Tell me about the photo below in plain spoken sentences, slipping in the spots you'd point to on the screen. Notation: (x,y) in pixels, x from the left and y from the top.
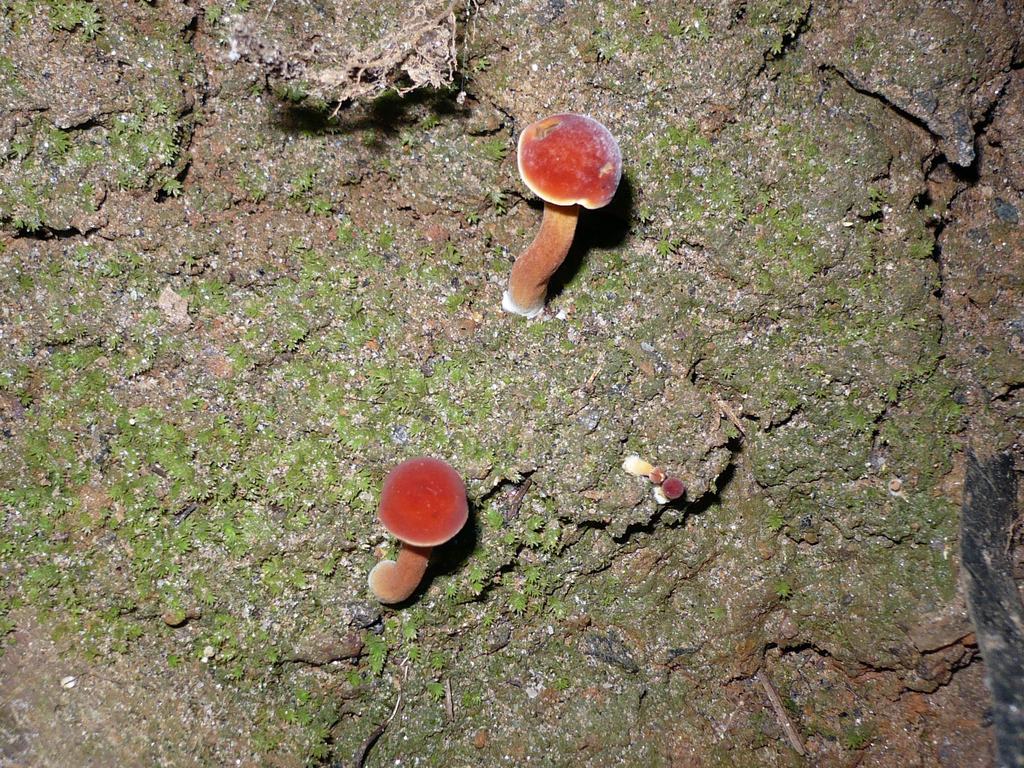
In this picture we can see few mushrooms (575,195).
